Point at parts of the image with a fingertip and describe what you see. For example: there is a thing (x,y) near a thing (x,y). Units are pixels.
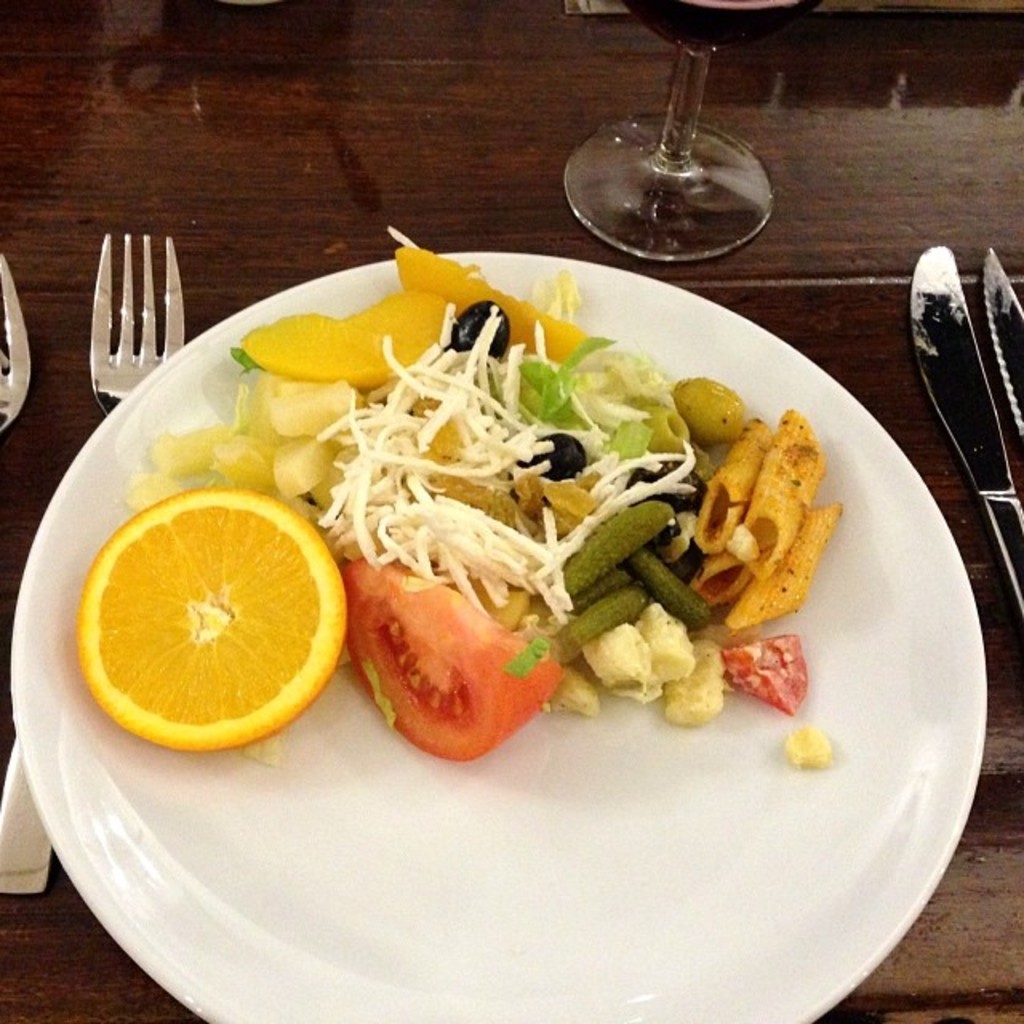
In this image I can see few food items (591,685), they are in yellow, red, white and black color and the food (402,684) is in the plate (397,867) and the plate (220,926) is in white color and I can also see a fork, knife (943,353) on the table (294,215) and the table (342,209) is in brown color.
